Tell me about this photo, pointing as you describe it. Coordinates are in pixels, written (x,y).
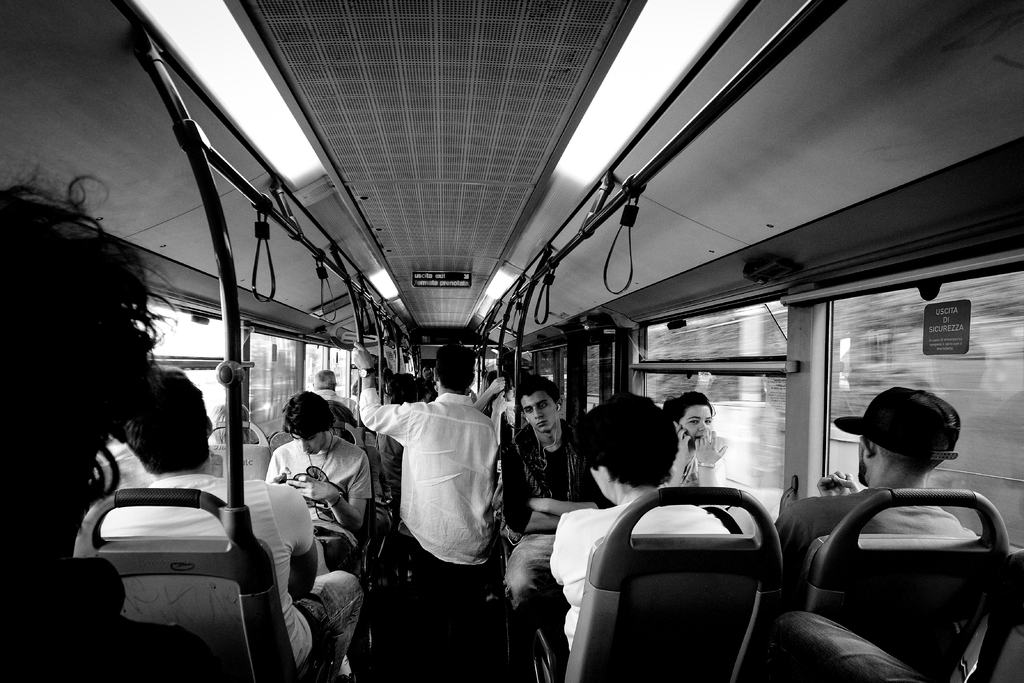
In this image I can see the inside view of a vehicle (256,309) and I can see number of people (366,481), in which most of them are sitting on seats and few of them are standing. On the top of this picture (666,31) I can see the rods (212,234) and the lights (648,30). I can also see the windows (968,300) on both the sides of this picture.
